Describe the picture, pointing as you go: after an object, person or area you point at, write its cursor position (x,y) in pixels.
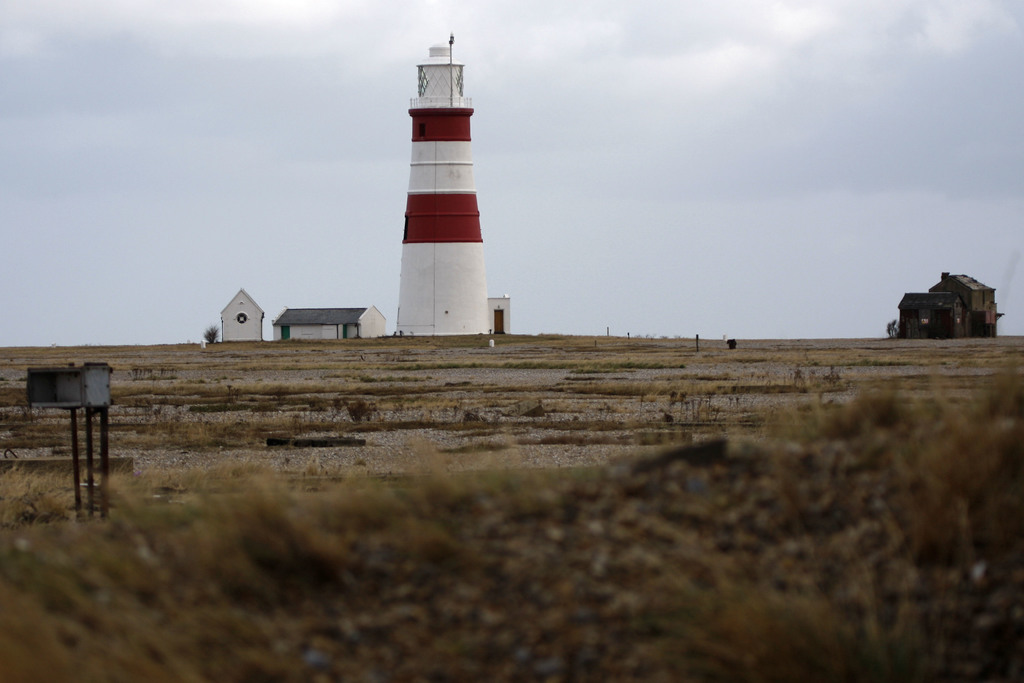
In this image we can see an object (111,366) and grass (301,422) on the ground (275,476). In the background (364,312) we can see a tower house (444,316), houses (328,314), plants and clouds (647,212) in the sky (958,52).
